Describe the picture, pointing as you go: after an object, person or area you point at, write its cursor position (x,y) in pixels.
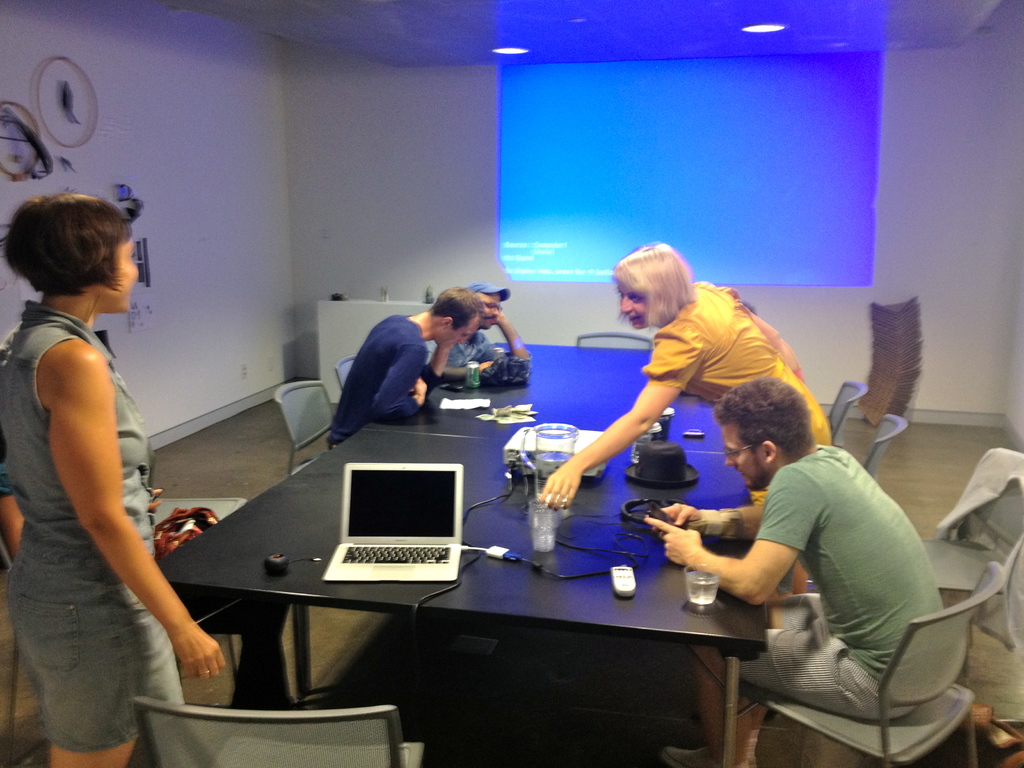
In this image i can see few people (458,371) sitting on chairs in front of a table (328,535) and 2 women (100,525) standing. On the table (485,519) i can see a laptop (461,540) few wires (515,489) few glasses (534,520) and a projector (514,454). On the background (411,185) i can see a wall (259,198), some projection (706,168).
